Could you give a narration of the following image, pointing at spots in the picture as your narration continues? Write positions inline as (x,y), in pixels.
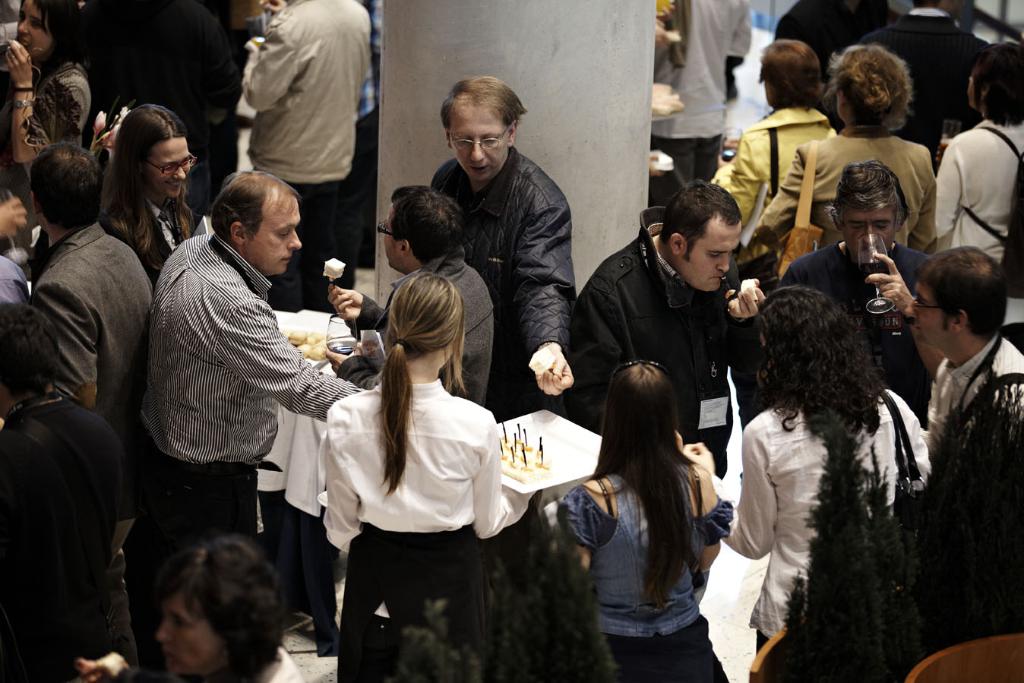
In this picture I can see there are few people (107,218) standing and there are eating some snacks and drinking some wine (878,267) poured in the wine glass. There is a woman (454,479) standing here and holding a plate (557,425) in her hands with some snacks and there is a pillar (595,65) in the backdrop (587,90).
